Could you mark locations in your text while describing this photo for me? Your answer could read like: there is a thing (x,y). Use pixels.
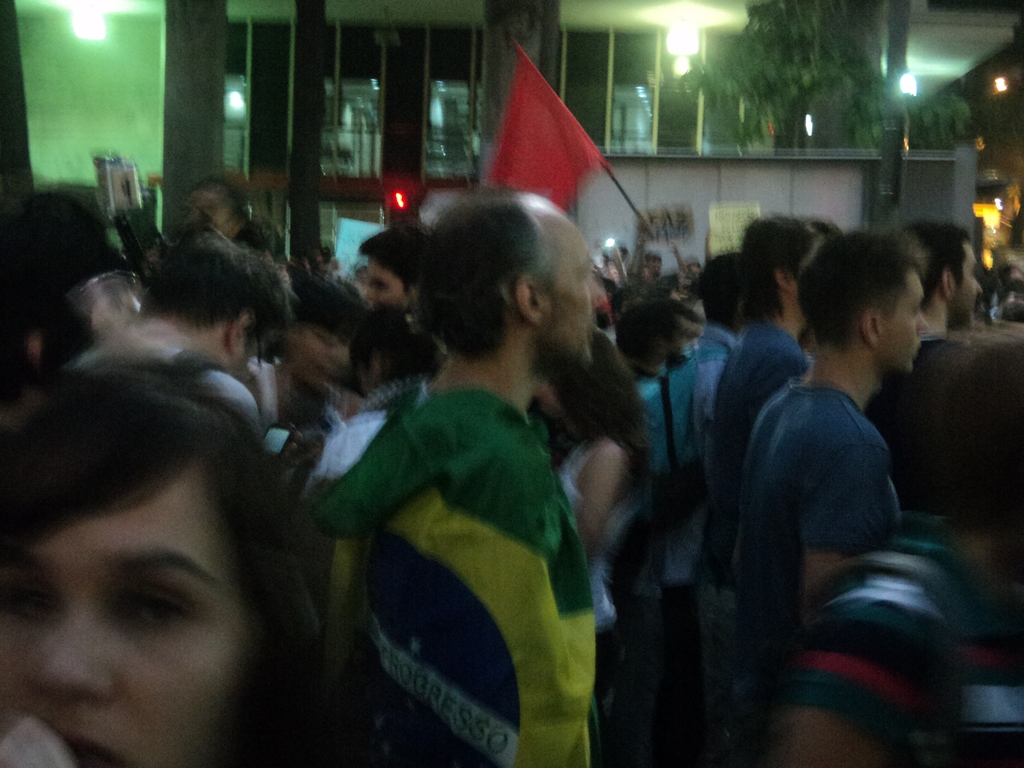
In the center of the image (541,391) a group of people (531,472) are present. In the background of the image (479,115) we can see a building (651,96), lights (670,52), tree (873,88), pole (903,63), boards (740,210), wall (128,82), windows (328,77), roof (477,16) are present.
